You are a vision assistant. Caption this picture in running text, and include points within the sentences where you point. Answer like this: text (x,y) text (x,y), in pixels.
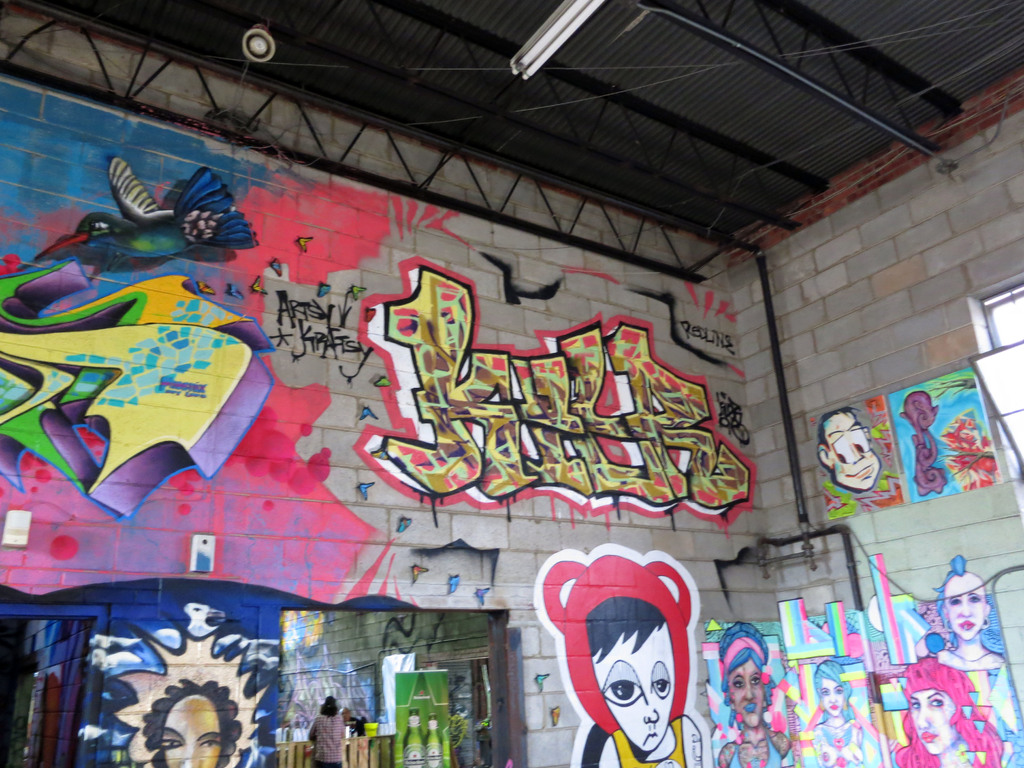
In the image there is a wall (648,383) with different types of graffiti (136,391). And also on the wall (183,566) there is a black pipe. At the top of the image (616,63) there is a roof (747,87) with rods (776,73) and also there is a tube light (562,16).
